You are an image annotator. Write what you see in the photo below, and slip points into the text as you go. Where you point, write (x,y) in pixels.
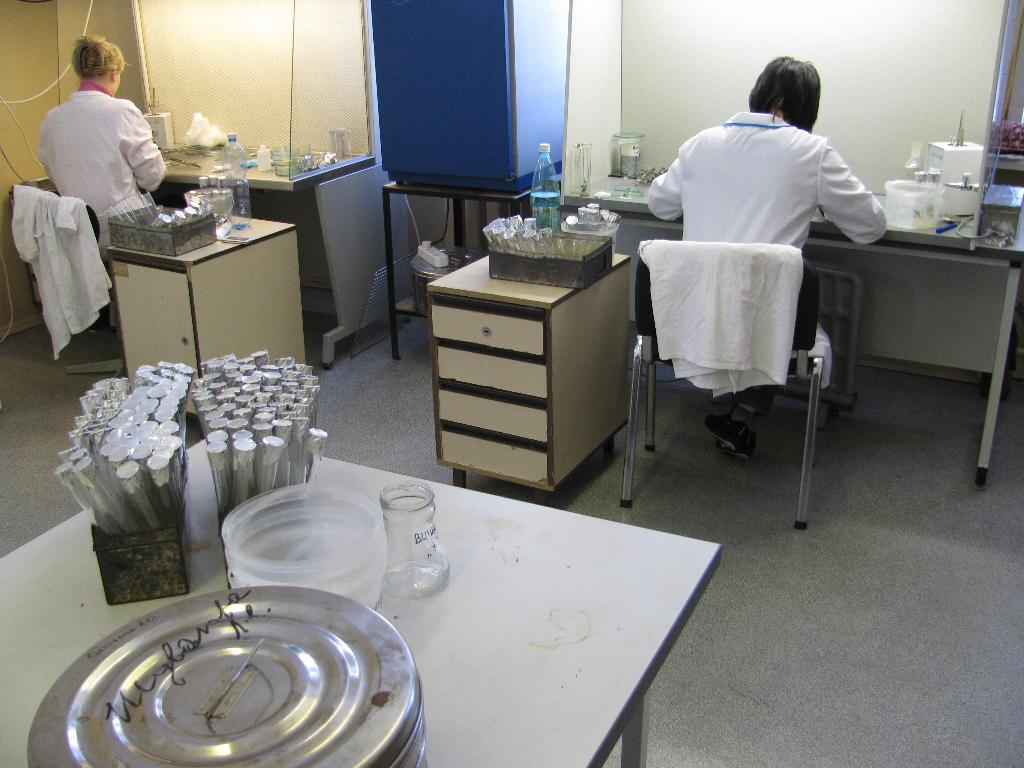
in this image in this room (626,284) there are some thing (176,535) on the table (196,536) and both women (766,231) they something doing on the table (212,151) and background is like a lab.
